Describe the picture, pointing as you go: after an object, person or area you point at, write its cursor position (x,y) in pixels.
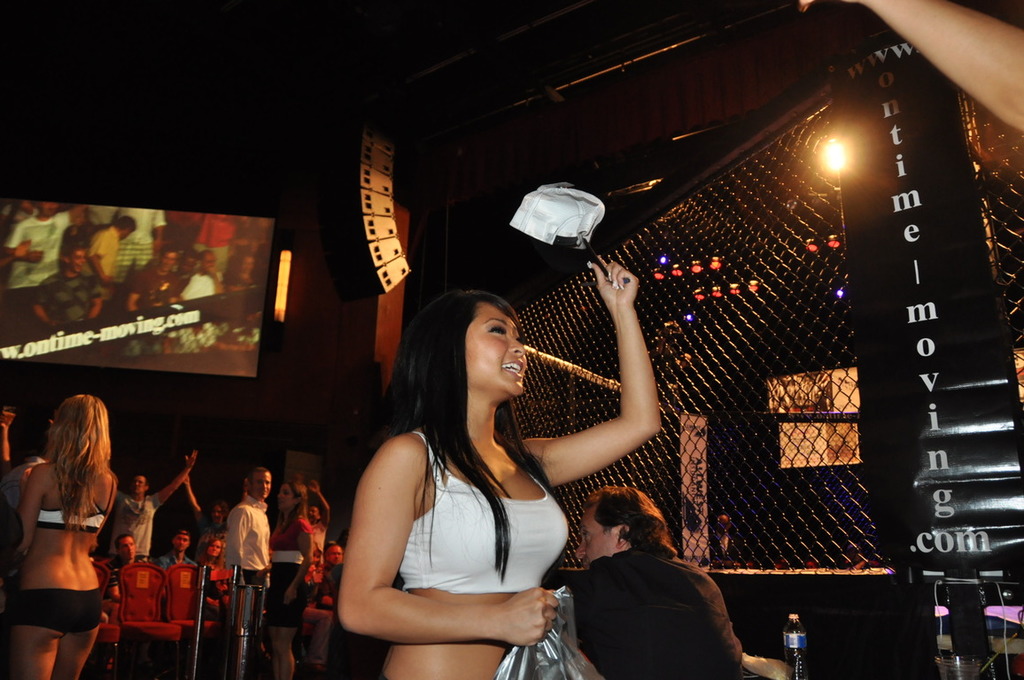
In the image there is a woman (486,466) standing in the middle (628,437), behind her there are many people (74,572) standing and sitting all over place and above there is a screen (166,267), this seems to be clicked at a cage fight.
